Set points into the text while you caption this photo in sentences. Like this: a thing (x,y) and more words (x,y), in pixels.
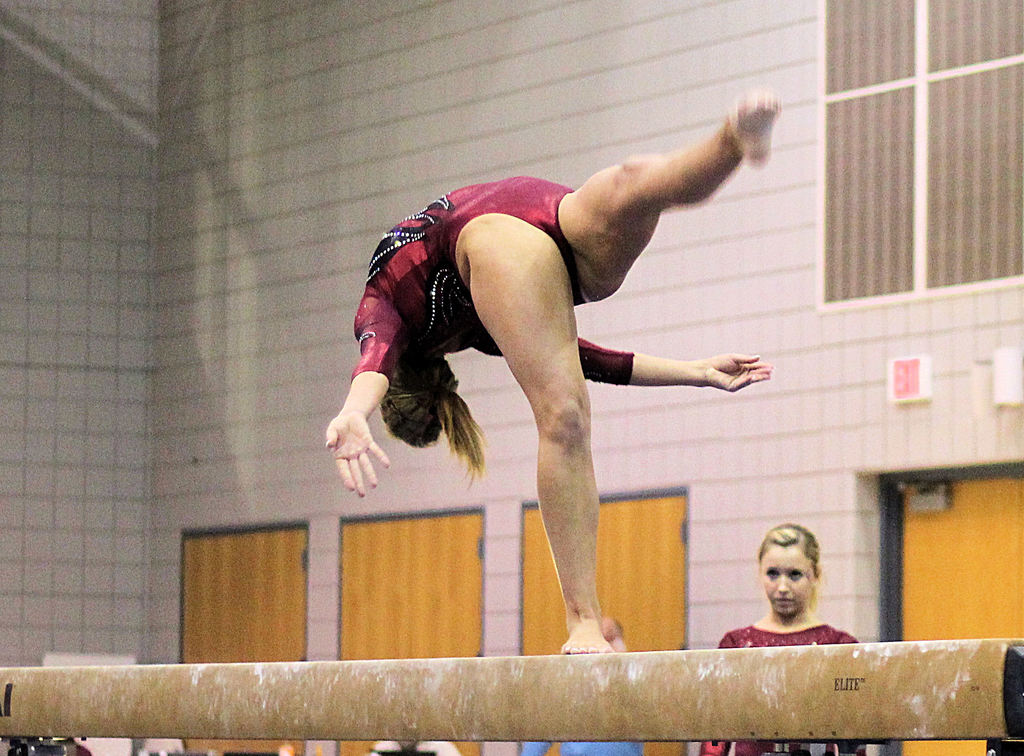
This picture shows the inner view of a building (138,237). There is one window (917,13), some objects (1017,370) attached to the wall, one girl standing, some chairs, one man (569,754) with blue shirt (588,750) standing, some doors (466,743), one balance beam (756,719), some objects (30,748) are on the surface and one woman (459,348) doing gymnastics on the balance beam (145,720).
